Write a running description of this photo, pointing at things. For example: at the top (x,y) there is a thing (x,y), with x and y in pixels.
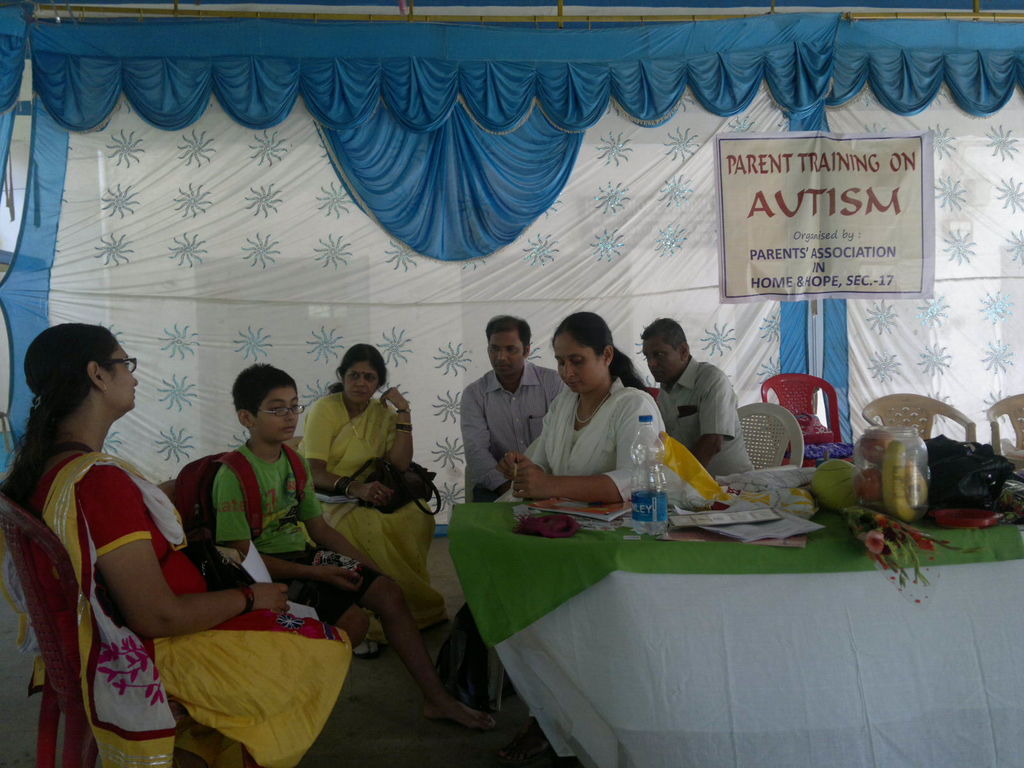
This image is clicked in a meeting. There are many persons (550,441) in this image sitting under the tent (925,104). To the left (244,632), the woman (224,598) is wearing red and yellow dress (141,537). Beside her there is a boy (288,527) sitting and wearing a bag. To the right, the woman (587,457) is wearing white dress (610,470). Beside her there is a table (838,568) on which many things (755,526) are kept. In the background (386,243), there are clothes (456,190) in white and blue color. And a banner (870,186) is fixed on it.
